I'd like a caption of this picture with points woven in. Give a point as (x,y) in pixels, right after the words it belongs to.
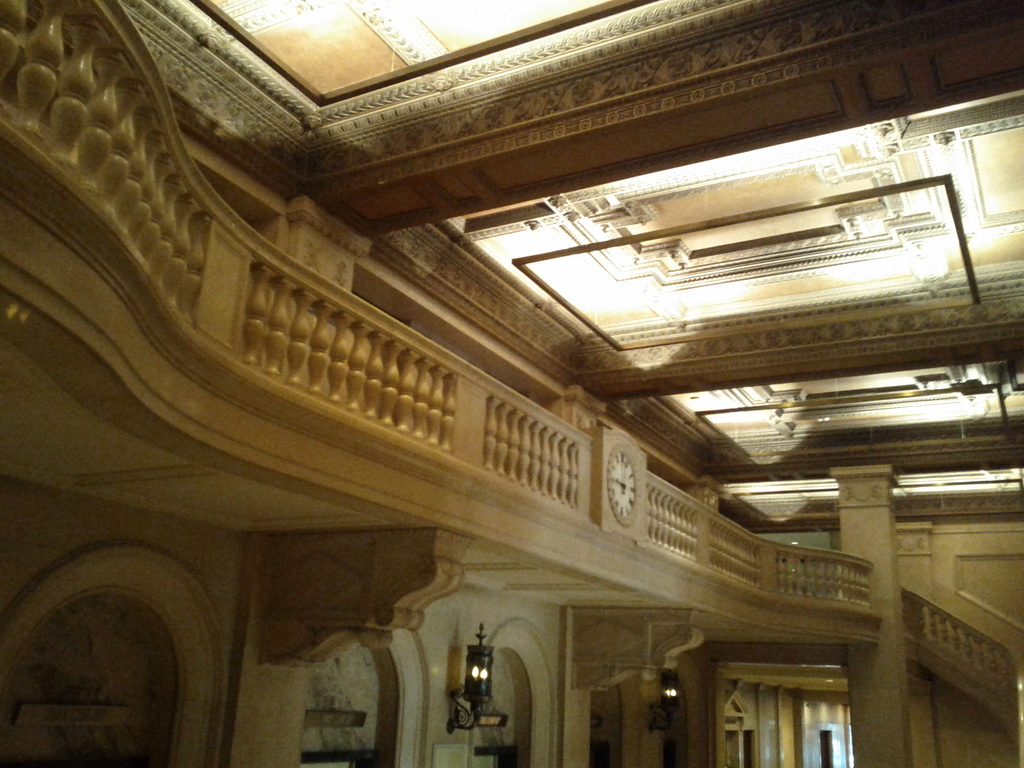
In this picture I can see the inside view of the building (685,588). In the center (615,479) there is a clock (629,483) which is placed on this concrete fencing (597,472). At the bottom (463,712) I can see some lights (675,696) which are placed on the wall (444,683). At the top (545,131) I can see the light beams (984,483) on the roof (688,157).
